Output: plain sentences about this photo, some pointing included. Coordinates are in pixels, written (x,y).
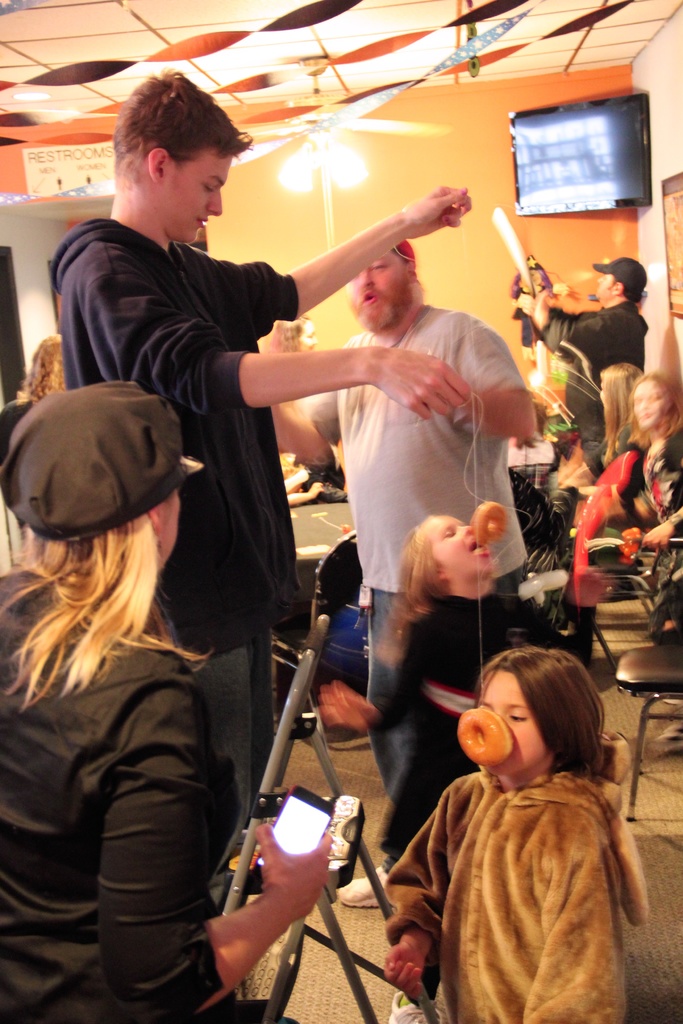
This image consists of many people (107,726). It looks like it is clicked in a room (306,965). There are many chairs (642,594) in the room (281,426). The man (162,371) is holding the doughnuts (476,732) which are tied with a thread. At the bottom (370,944), there is a floor (318,965). In the background (401,192), there is a wall (471,169) along with a TV (514,167).
